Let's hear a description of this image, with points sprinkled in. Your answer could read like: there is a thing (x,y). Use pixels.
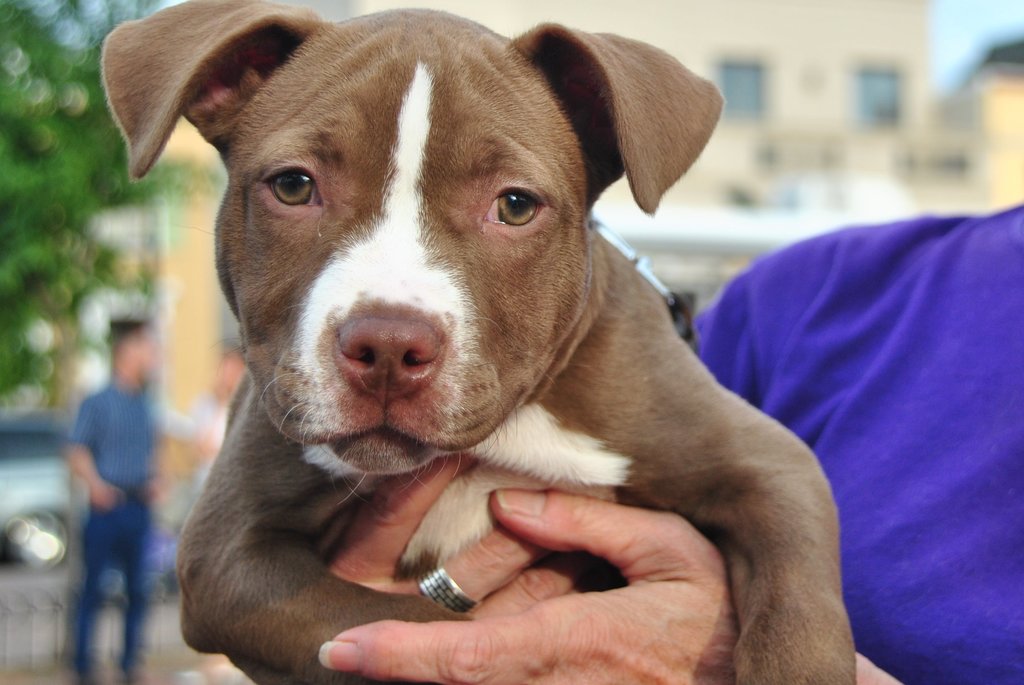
In this image, on the right (854,479) there is a person (881,503) holding a dog (458,327). In the background (44,519) there are people (82,460), vehicles (52,499), trees (53,274), buildings (842,110).
